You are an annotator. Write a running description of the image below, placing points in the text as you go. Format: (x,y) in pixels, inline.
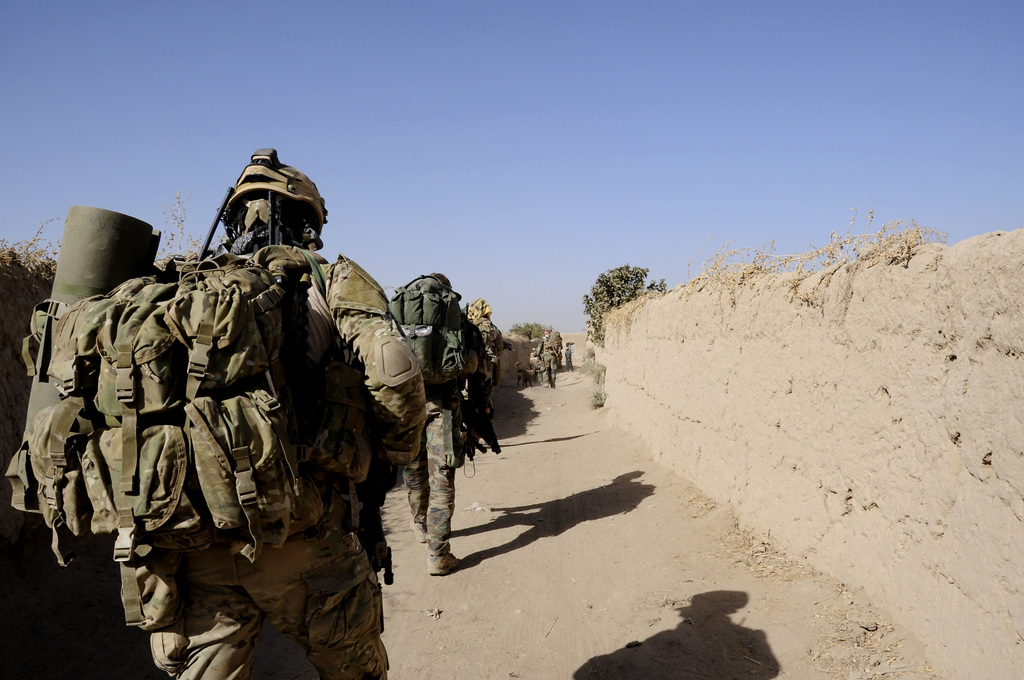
On the left side (256,436), there are persons (393,422) in uniforms (339,324), wearing bags (217,316) and walking on the road (275,679). Beside them, there is a wall (14,305). On the right side (894,385), there is a wall (732,393), on which there are plants (617,307). In the background (647,170), there is the blue sky (548,249).
